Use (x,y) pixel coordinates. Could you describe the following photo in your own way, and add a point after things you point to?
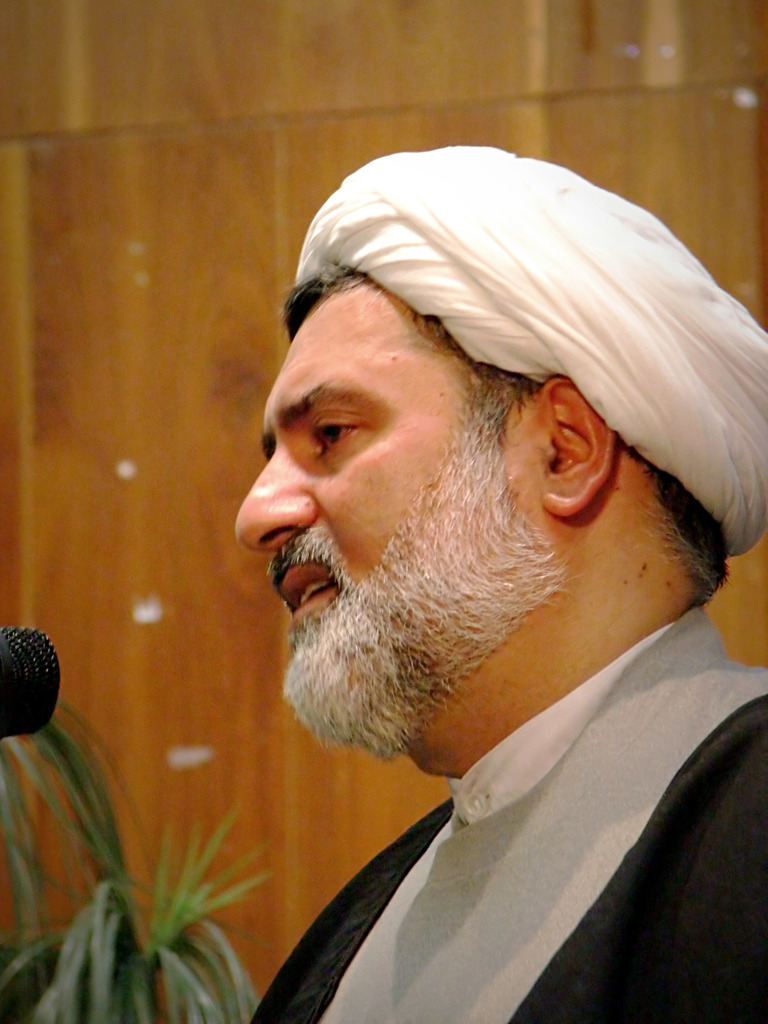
In this picture we can see a man (551,757) wearing black and white color dress (570,773) standing, on left side of the picture (45,718) there is microphone (32,699) and in the background of the picture (211,898) there is plant (193,971) and there is wooden surface wall (190,214).
